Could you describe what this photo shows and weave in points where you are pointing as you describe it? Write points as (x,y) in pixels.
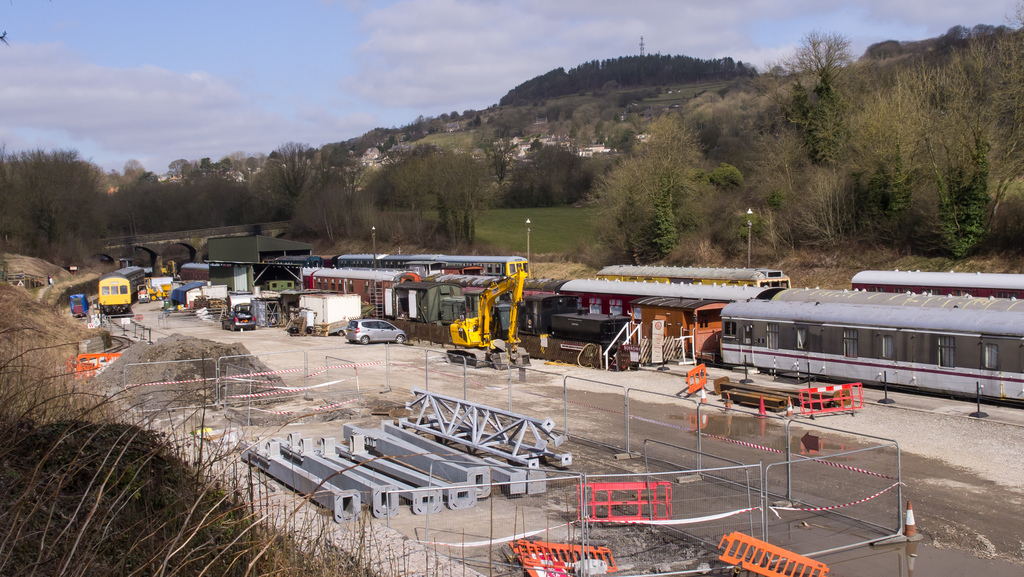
In this image we can see some rods (437,459), fence (700,524), water (889,546), divider poles (915,537), mud (949,532), trees (563,191), train (117,281) on the track (134,342), bridge (162,249), houses (300,306), cars (367,342), backhoe (514,347) and poles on the land (612,408). On the backside (507,181) we can see some trees (610,191), plants (619,181), grass (570,227), houses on a hill (594,149) and the sky (425,101) which looks cloudy.
